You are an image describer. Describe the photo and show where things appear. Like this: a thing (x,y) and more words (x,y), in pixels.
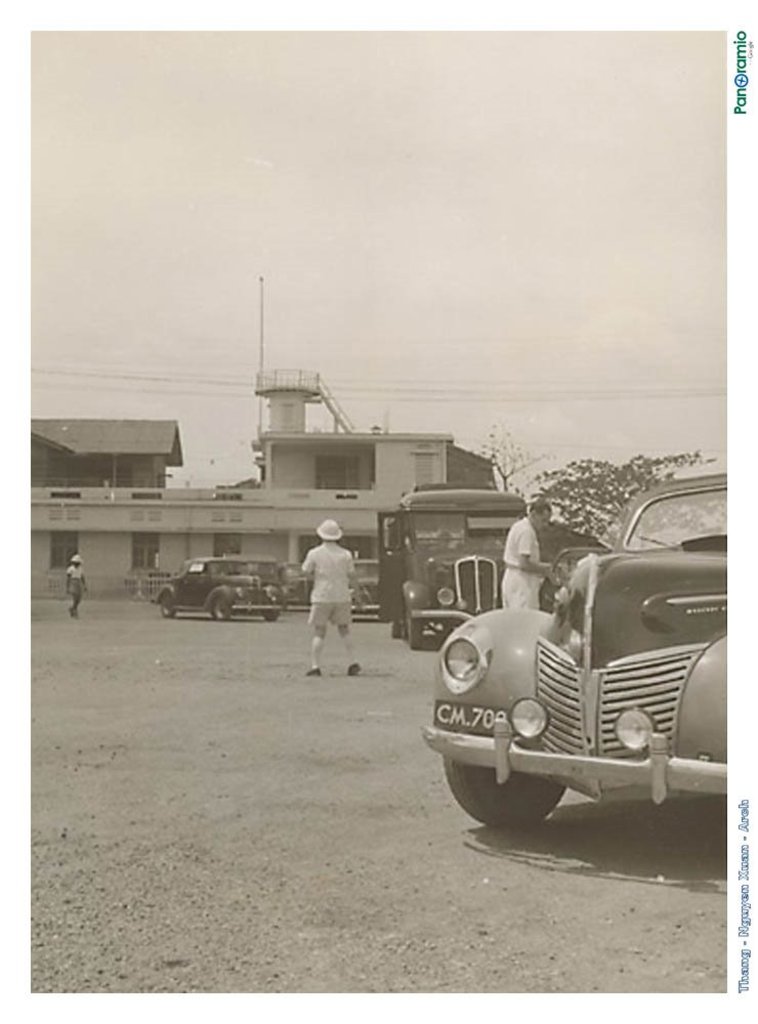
In this image I can see few vehicles (496,690) and few people (506,564). Back Side I can see a building (279,403), pole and stairs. I can see trees (601,504) and wires (147,378). The image is in black and white.
